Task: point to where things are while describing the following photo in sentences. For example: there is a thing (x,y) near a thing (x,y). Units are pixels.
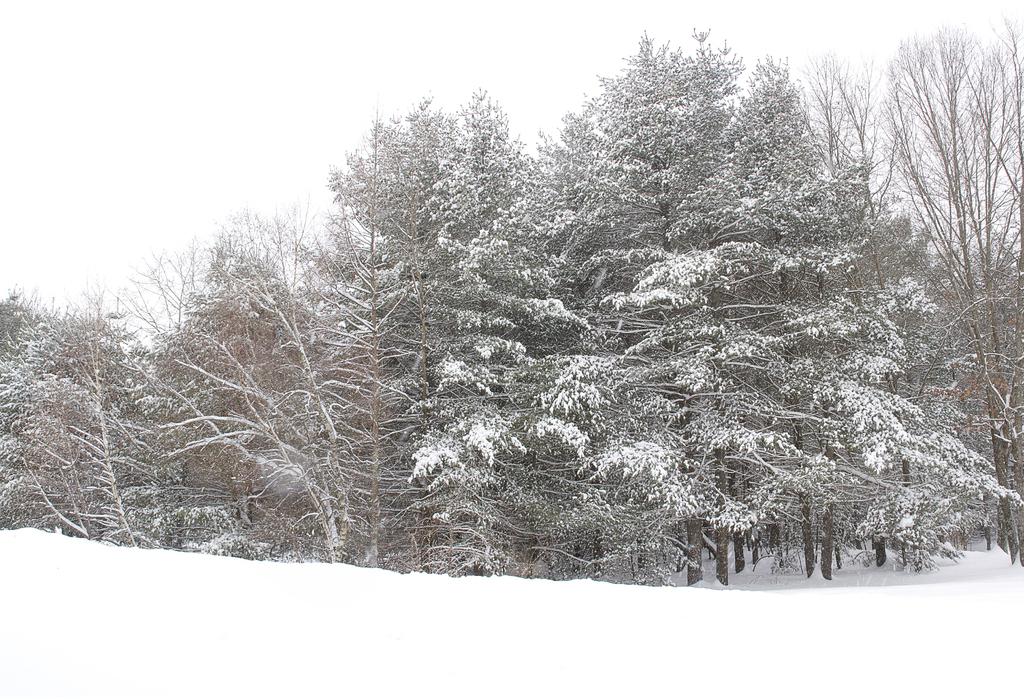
This image is taken outdoors. At the bottom of the image (353,630) there is a ground (803,589) covered with snow (575,627). In the middle of the image (400,267) there are many trees (820,424) with stems (772,544) and branches (944,373). They are covered with snow (151,368).
